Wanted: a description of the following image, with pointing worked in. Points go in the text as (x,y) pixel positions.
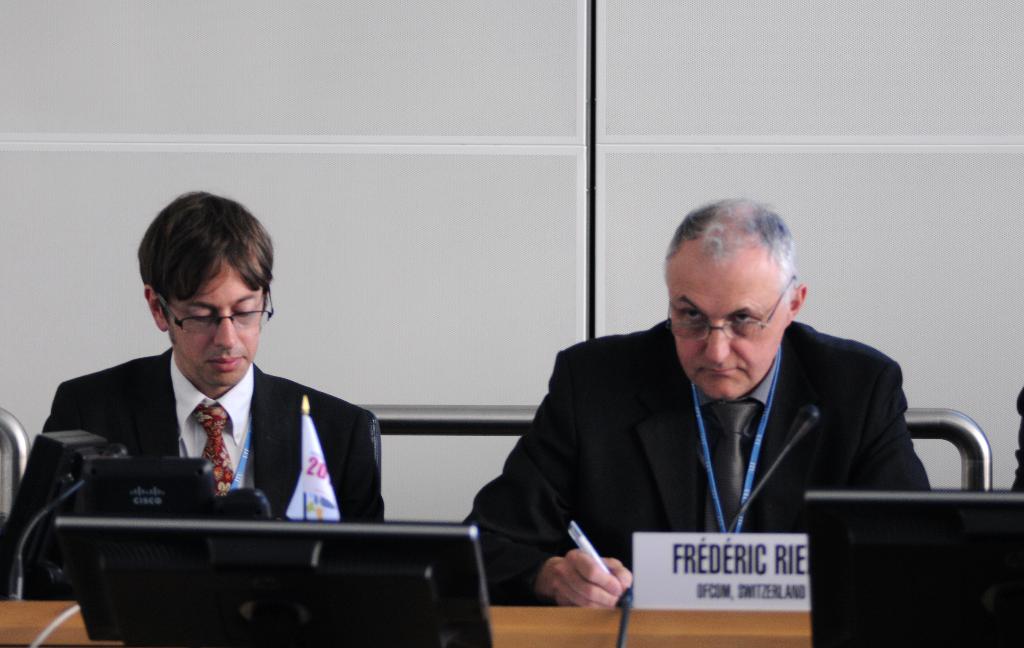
In this image there are two persons (660,397) sitting in the chairs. In front of them there is a table (667,637). On the table (592,615) there are desktops (885,564), flags (307,479), board (691,563), mic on it. In the background (341,123) there is a wall (554,65).
